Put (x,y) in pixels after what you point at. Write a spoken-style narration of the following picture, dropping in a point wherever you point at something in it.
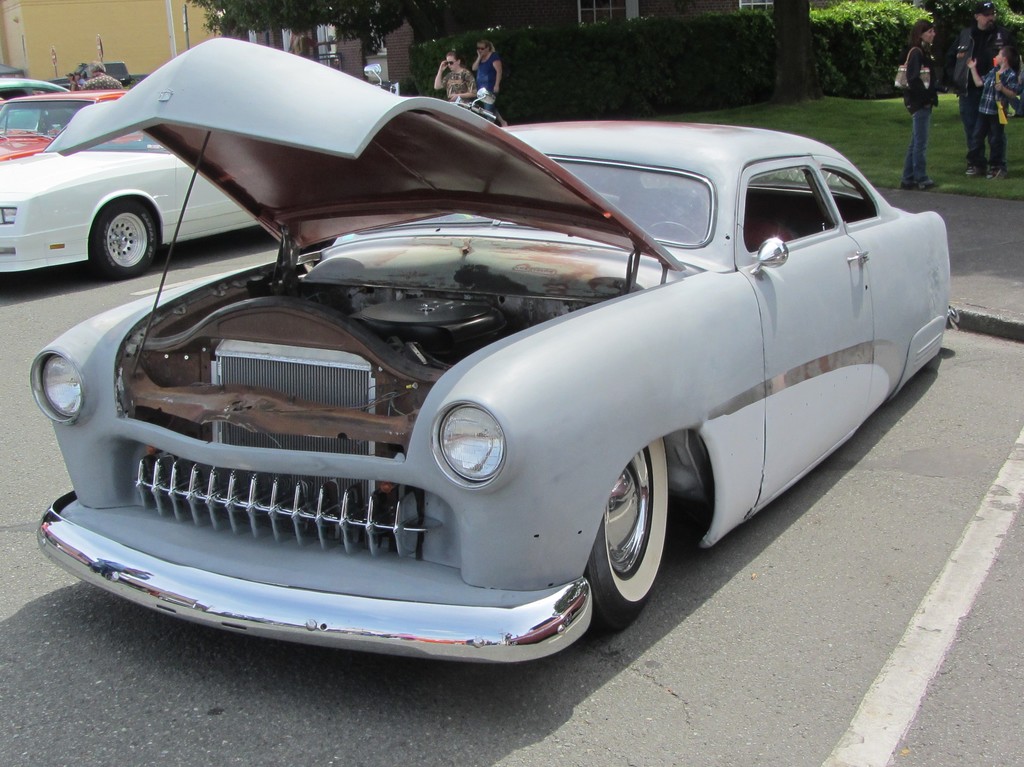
In the center of the image (482,339) there are cars (467,145). In the background (482,70) there are people (973,52) standing and we can see trees (318,18) and hedges (625,76). On the left (122,39) there is a wall (137,40). At the bottom (760,658) we can see a road (563,731).
